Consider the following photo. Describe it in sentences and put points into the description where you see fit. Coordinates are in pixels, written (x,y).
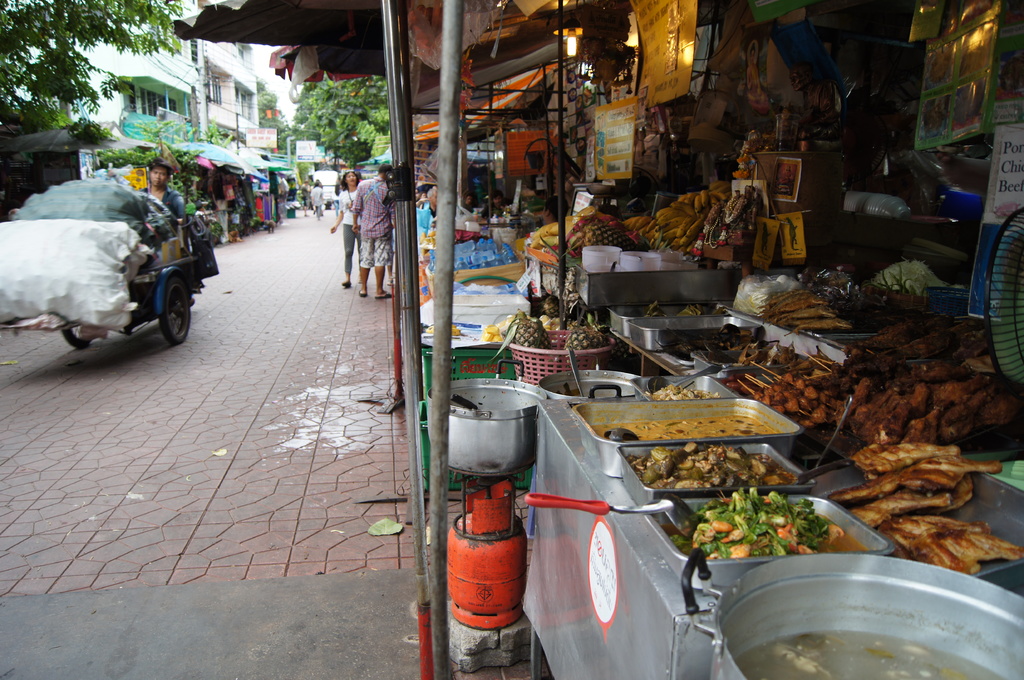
In this picture there are people (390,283), among them there is a man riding a vehicle (182,279) and we can see stalls (465,341), poles (449,264), tents (357,69), food items (743,340) in trays (718,572), fruits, cylinder (497,610), boards (1017,197) and objects (489,446). In the background of the image (219,135) we can see buildings (242,119), trees (292,143), boards (274,145) and sky (280,99).
